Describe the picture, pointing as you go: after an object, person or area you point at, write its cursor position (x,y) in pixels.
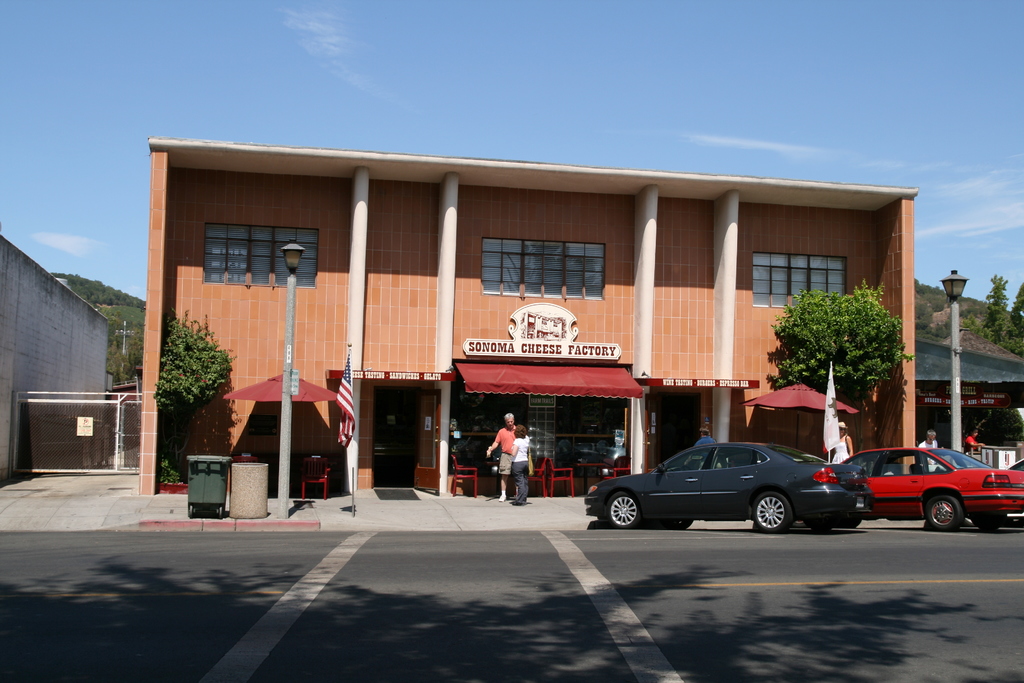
In this image I can see few vehicles (735,485) and I can see group of people (508,415) standing. In the background (549,386) I can see the stall (549,386), few light poles (952,308), few trees (862,365) in green color and the building (688,309) is in brown color and I can also see the sky (549,95) in blue and white color.
